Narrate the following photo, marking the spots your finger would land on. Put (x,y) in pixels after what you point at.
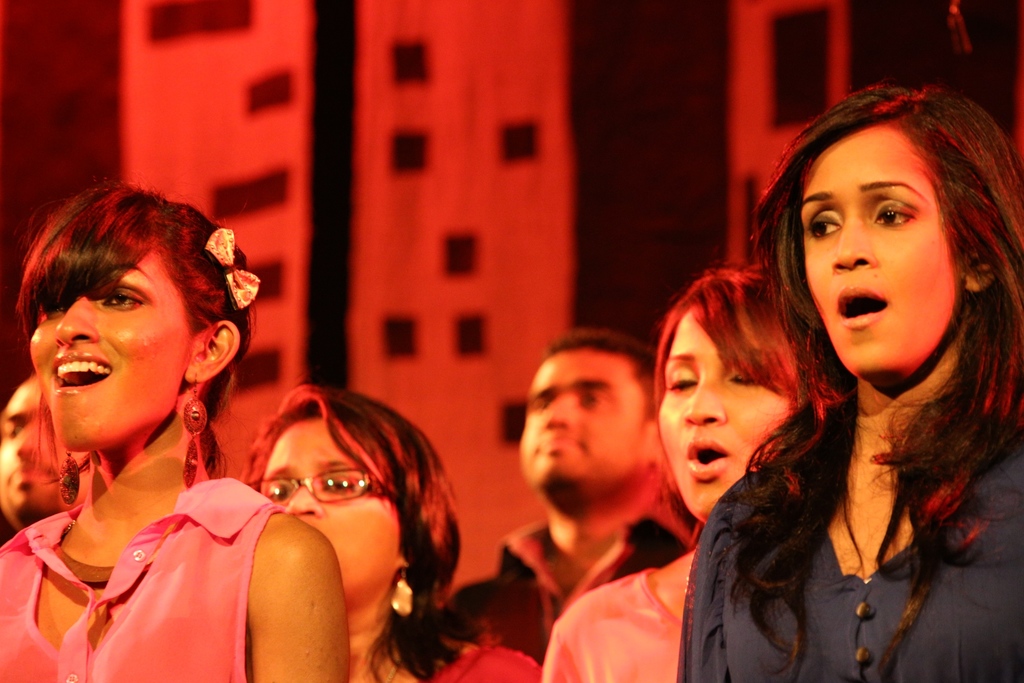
In this image I can see a group of people (389,495) and they are wearing different color dress (638,564). Back I can see the red and black color.
